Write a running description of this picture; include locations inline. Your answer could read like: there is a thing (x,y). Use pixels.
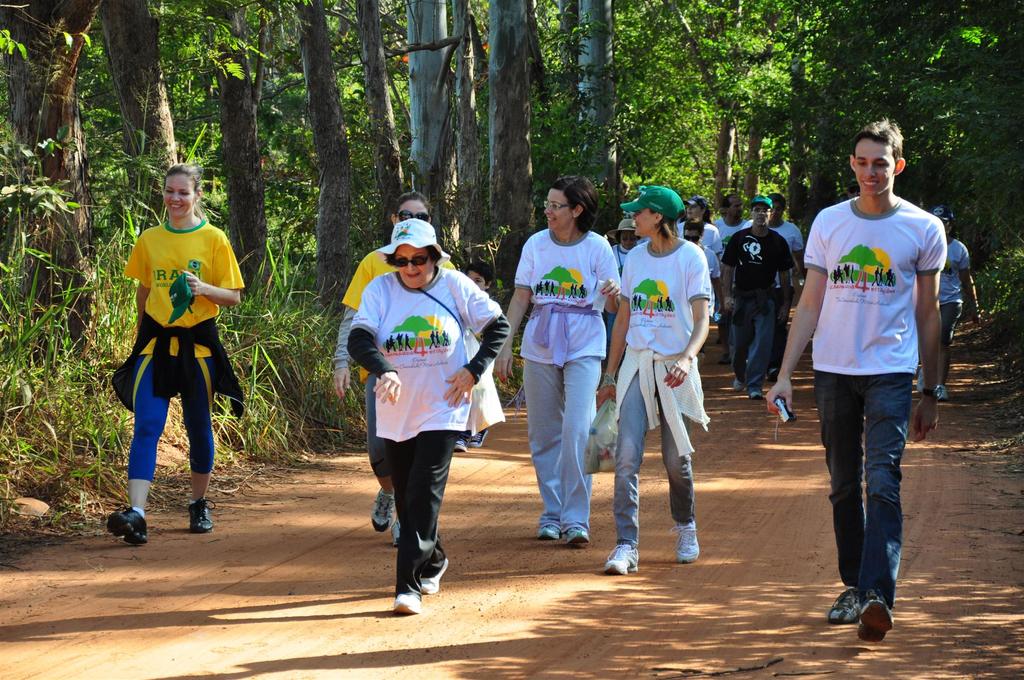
In this image we can see a few people (631,293) walking on the ground (782,445) and holding objects (778,410). In the background (452,118), we can see the trees (364,82).
